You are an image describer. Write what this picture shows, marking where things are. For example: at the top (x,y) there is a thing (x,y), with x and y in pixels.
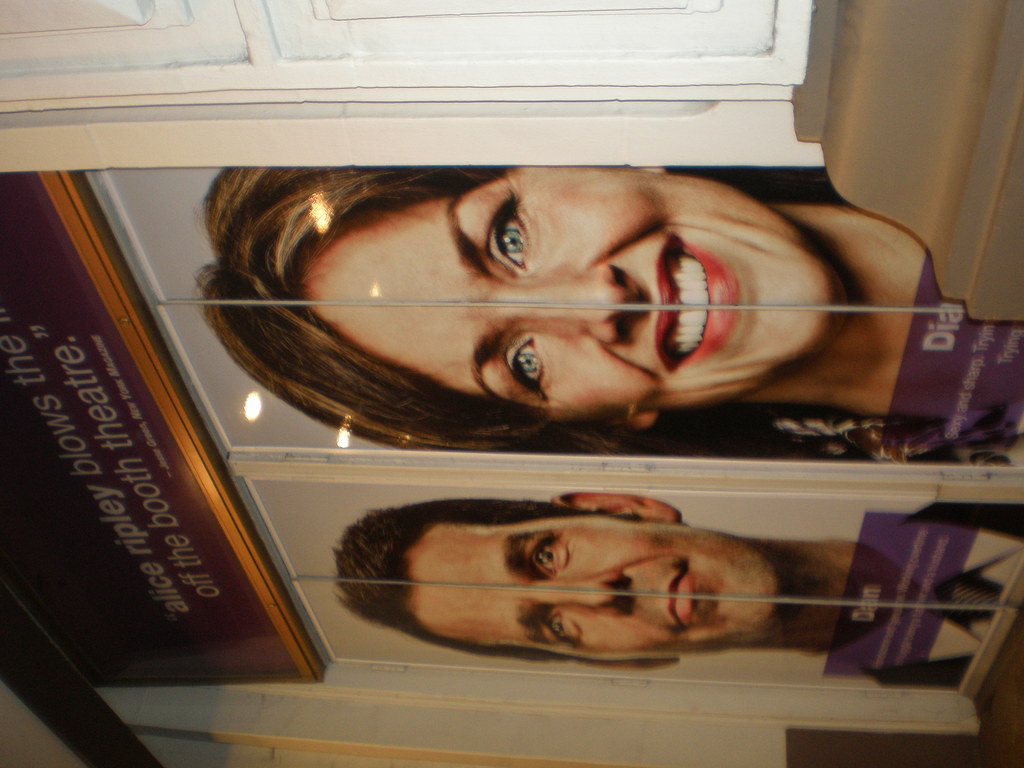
In this image there is a wall (1013,46), to that wall (237,759) there are two doors (255,363) on that doors (374,387) there are pictures (395,380) of a man (576,579) and women (445,315), on the top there is some text (139,516).
